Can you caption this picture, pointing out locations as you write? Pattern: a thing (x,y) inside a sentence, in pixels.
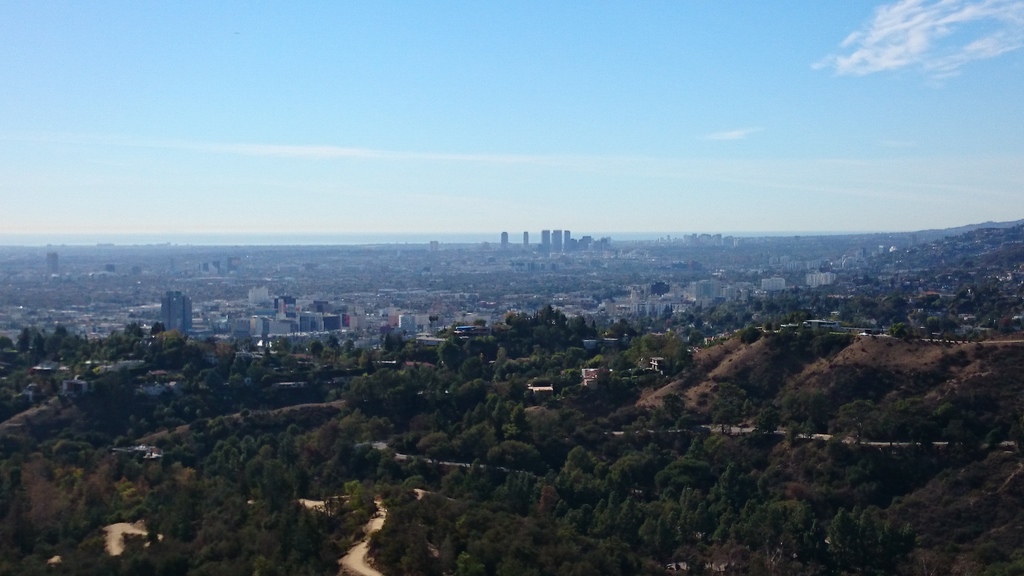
This is an aerial view of an image where we can see the trees (164,399), buildings (421,322) and the blue color sky (730,103) with clouds (1007,29) in the background (644,90).
